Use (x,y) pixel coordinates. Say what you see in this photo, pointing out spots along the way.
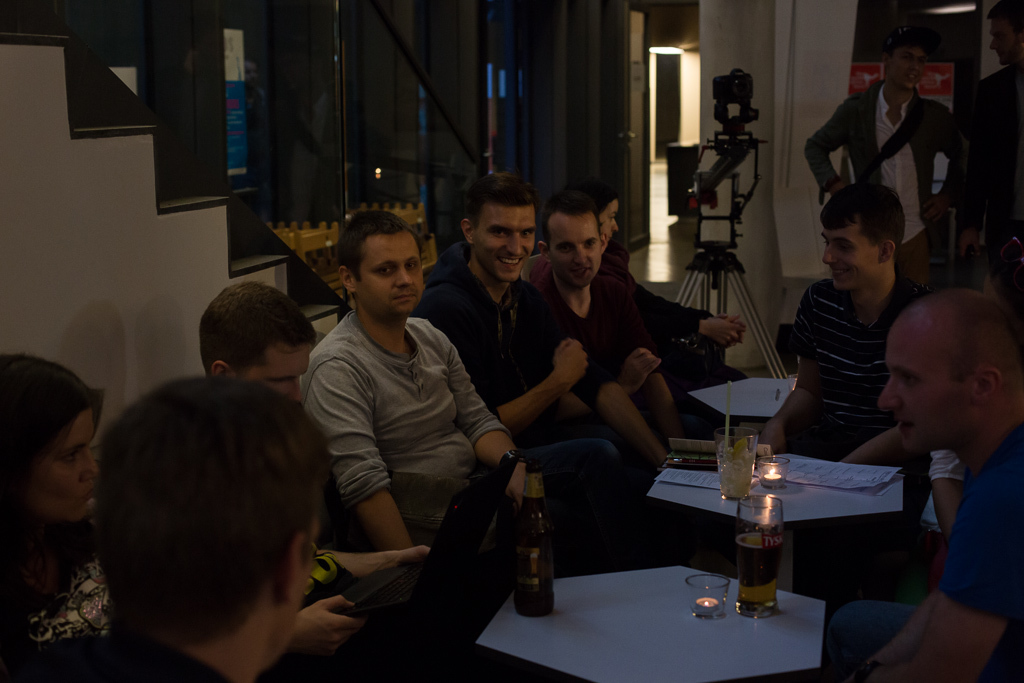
In this picture we can see a group of people (582,358) sitting and in front of them there is table (561,604) and on table (576,593) we can see bottle (528,470), glass (751,545), papers (816,473) and here two men (914,101) are standing and in background (673,123) we can see camera stand (720,253), wall (825,110), steps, door (634,109).
